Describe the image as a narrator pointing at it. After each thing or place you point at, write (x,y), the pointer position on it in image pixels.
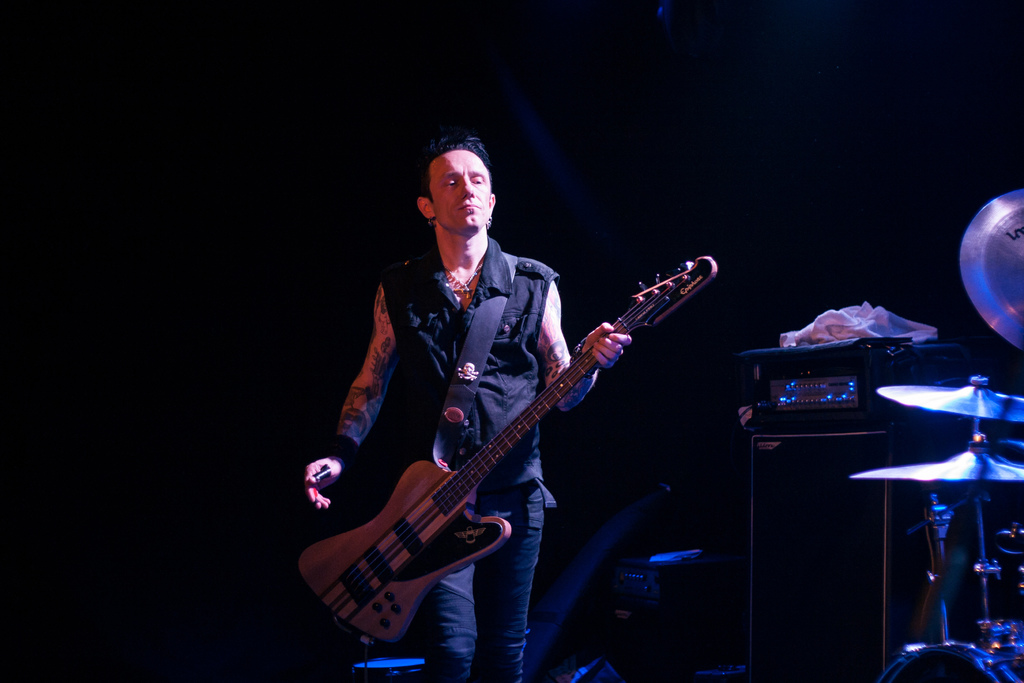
In this image I see a man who is holding a guitar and he is standing, On the right (969,259) I see few musical instruments (969,259) and speaker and an equipment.
